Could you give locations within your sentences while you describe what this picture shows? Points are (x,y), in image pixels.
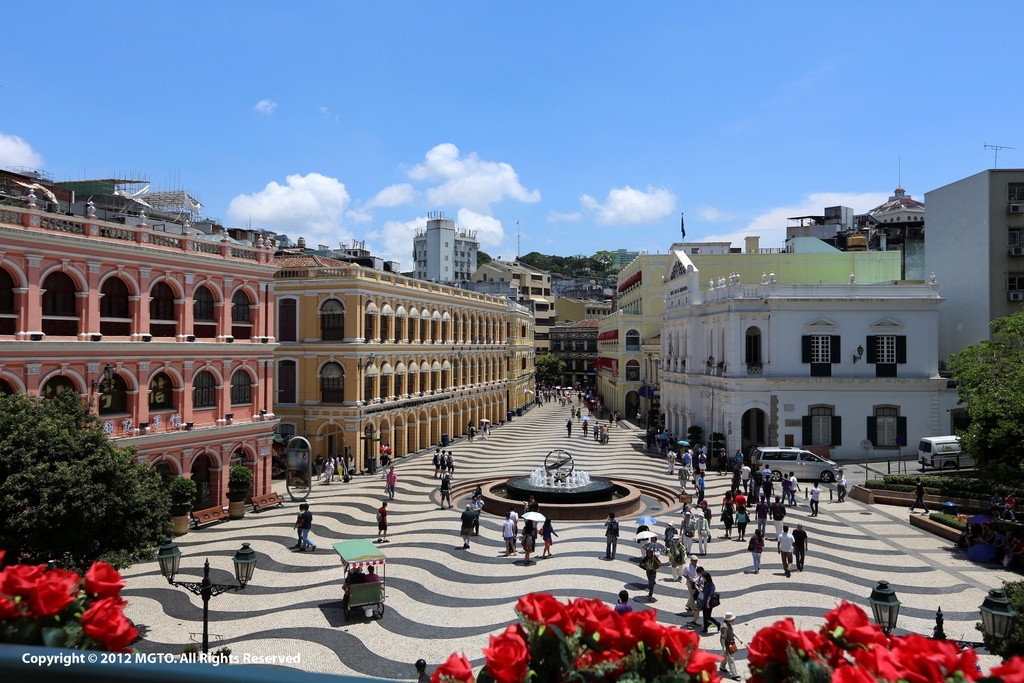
At the bottom of the picture (496,665) there are rose flowers (918,672). On the right (998,468) there are trees (1007,377) and buildings (961,341). On the left (178,288) there are trees (8,415) and buildings (377,373). In the center of the picture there are street lights (990,625), people (775,519), fountain (558,492) and vehicles (354,549). In the center of the background (587,278) there are buildings (563,278) and trees (588,262). Sky (399,103) is sunny.
